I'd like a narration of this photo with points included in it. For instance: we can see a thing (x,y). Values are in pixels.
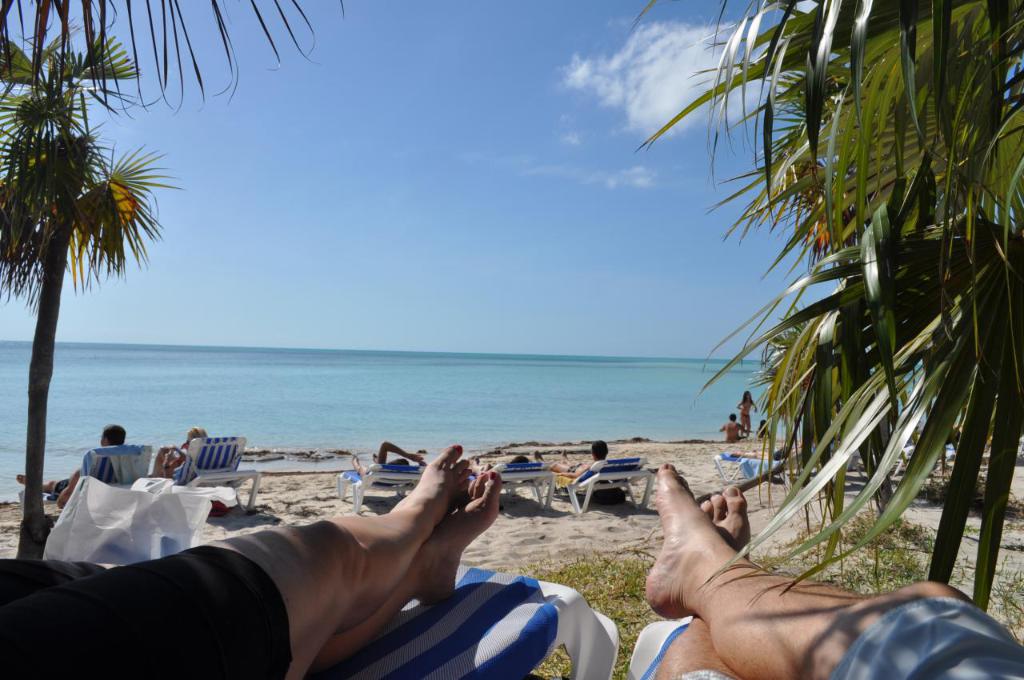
In this image we can see persons (256,602) sitting on the chaise lounges (231,467) on the seashore (507,536), trees (812,350), sea (704,382), persons (764,424) sitting and standing on the seashore (682,444) and sky (278,153) with clouds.
